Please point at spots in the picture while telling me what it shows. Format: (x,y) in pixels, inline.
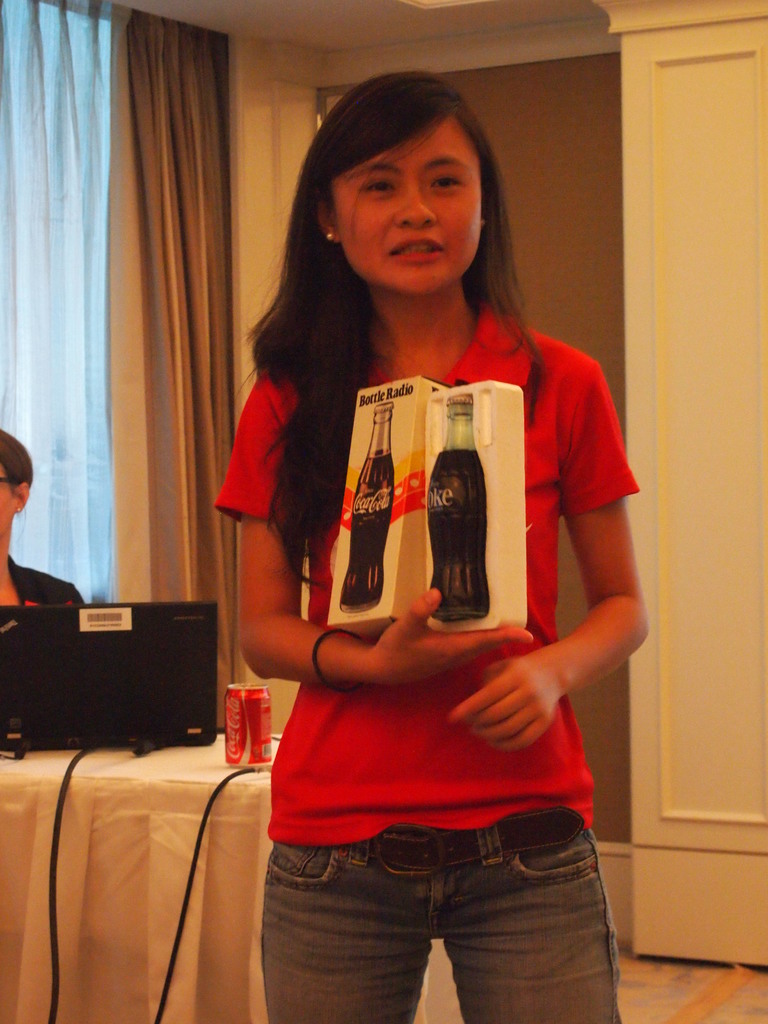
This image is clicked inside a room (286,719) where there is a table (147,844) and on the table (241,792) there is a tin (253,722) and the laptop (148,726). There is a person (13,472) on the left side (5,515) who is sitting near the table (163,816). Behind him there is a curtain (33,381). There is a woman (395,971) standing in the middle (421,348) who is holding two boxes (377,615). She is wearing red dress (415,737).
